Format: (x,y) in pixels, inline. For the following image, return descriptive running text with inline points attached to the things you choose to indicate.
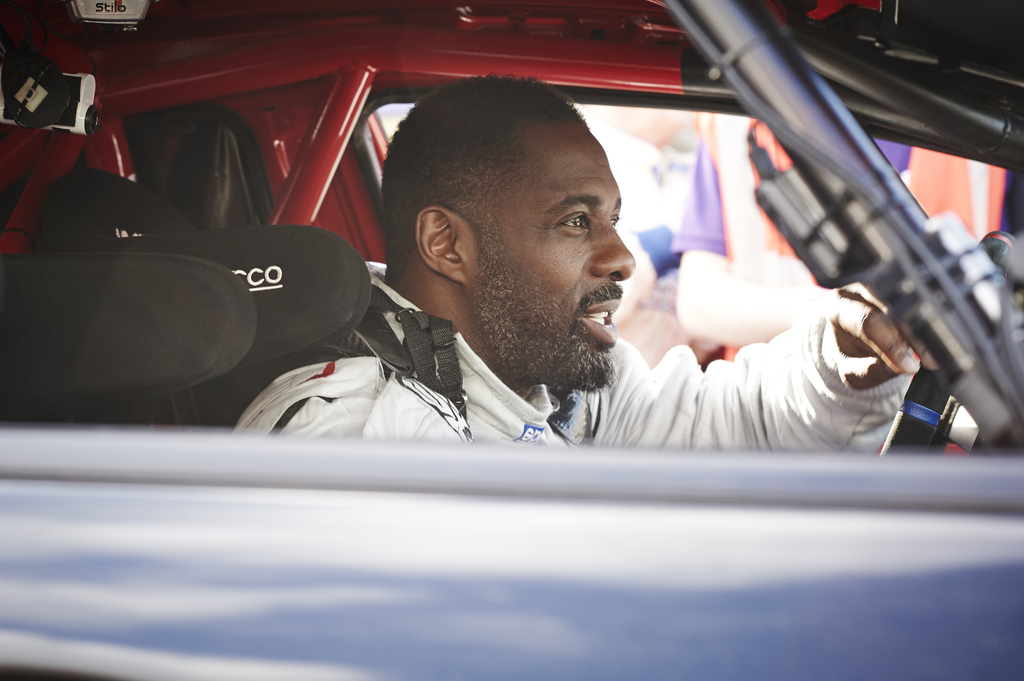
The person (386,403) wearing white jacket (388,400) is sitting in a car (21,481) and holding steering (926,414).
